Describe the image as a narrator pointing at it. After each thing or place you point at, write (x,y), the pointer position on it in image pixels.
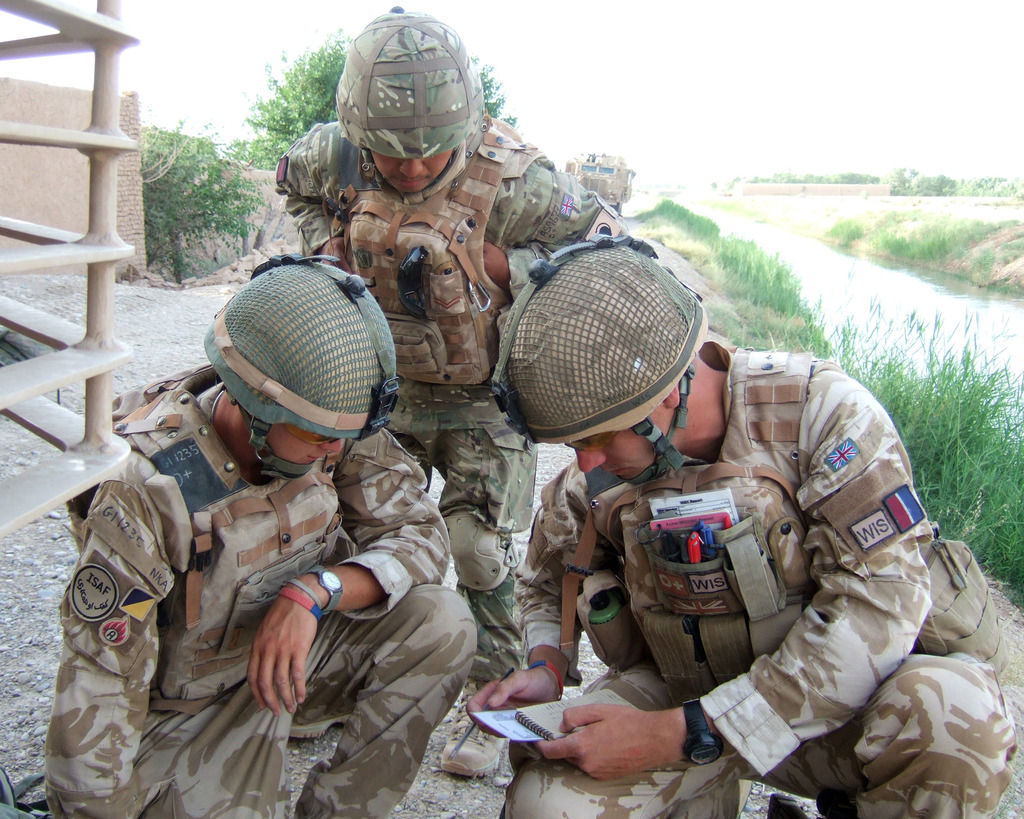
In the center of the image (467,472) we can see persons (409,737) on the road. In the background (43,177) we can see wall (84,183), trees (169,160), vehicle (584,163), plants (929,427), grass (654,203) and water (847,301).
